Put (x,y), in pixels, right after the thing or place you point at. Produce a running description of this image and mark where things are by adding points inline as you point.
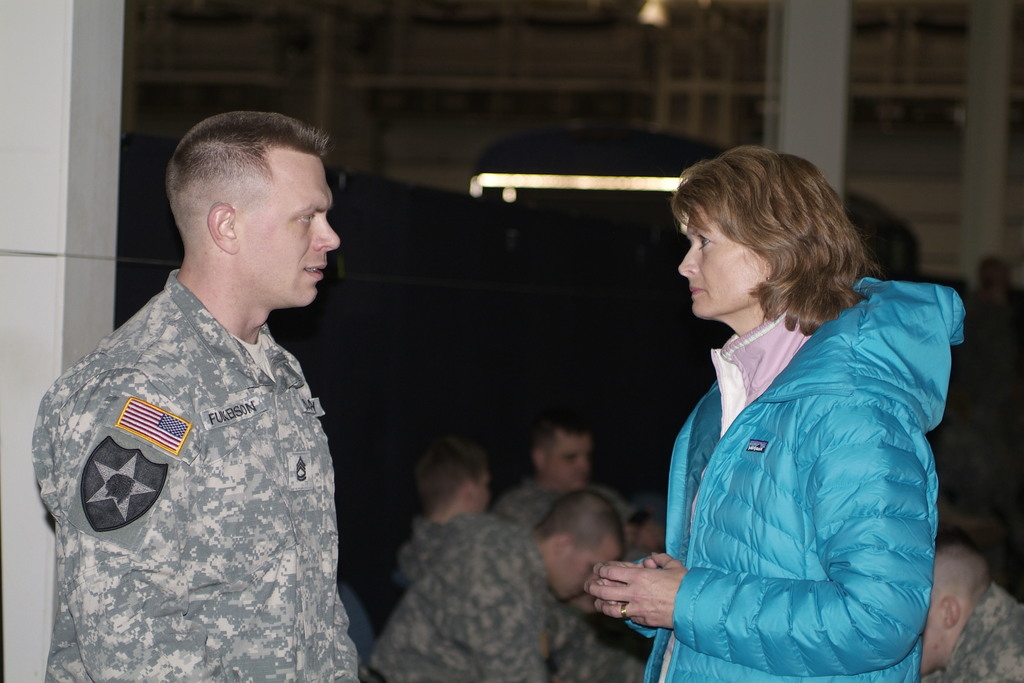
In this image I can see on the left side (124,333) there is a man (204,470) in army dress (204,474). On the right side (776,432) there is a woman (817,522), she wore blue color coat (892,500). In the middle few people (488,597) are sitting.
